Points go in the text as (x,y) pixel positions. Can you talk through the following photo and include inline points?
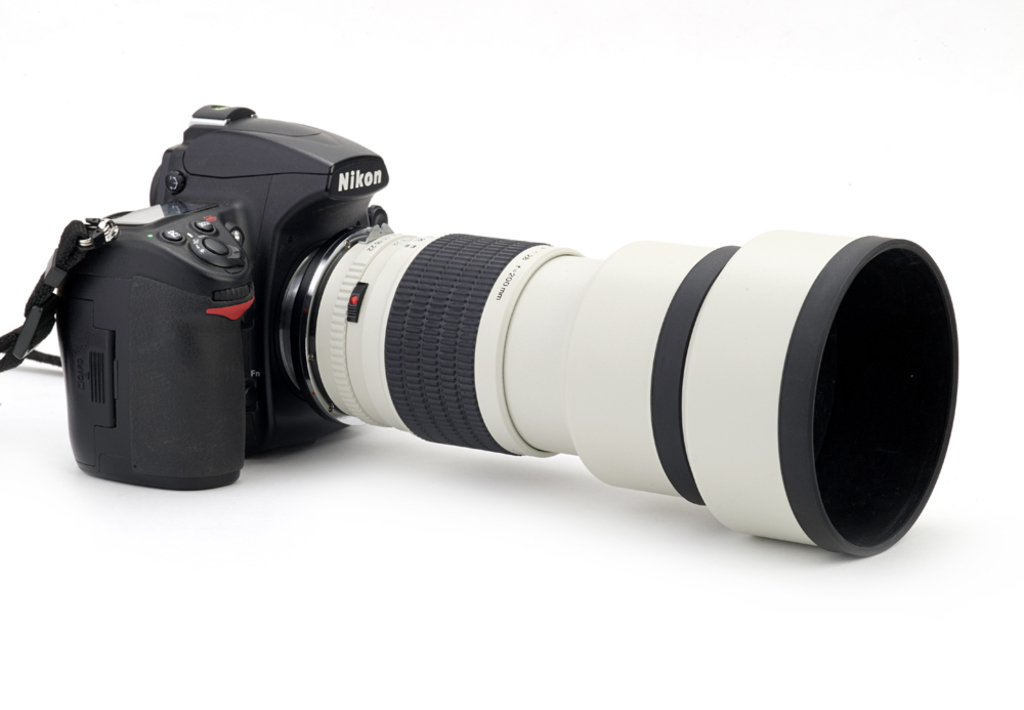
In this image I can see the camera (137,266) and I can see the white color background (403,147).
